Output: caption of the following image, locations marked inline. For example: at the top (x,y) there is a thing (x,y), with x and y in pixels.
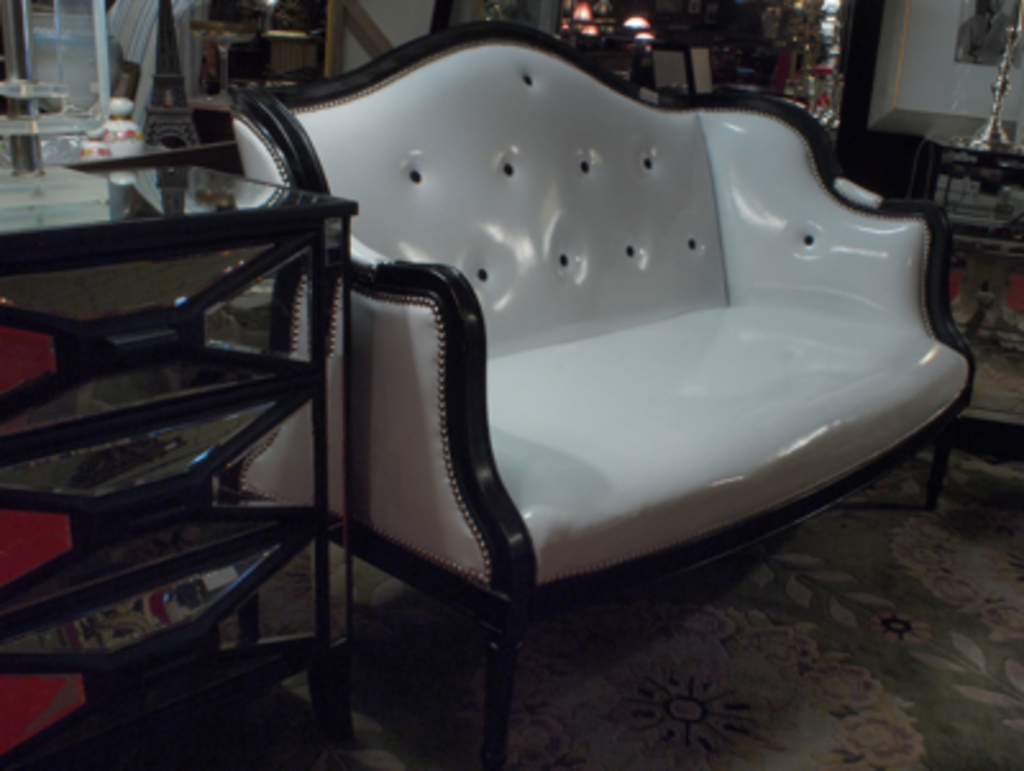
In the image there is a sofa (772,428) on the floor (874,568) with a table (121,357) beside it and in the back (812,49) there are few things (293,44), this is clicked in living room (691,108).
